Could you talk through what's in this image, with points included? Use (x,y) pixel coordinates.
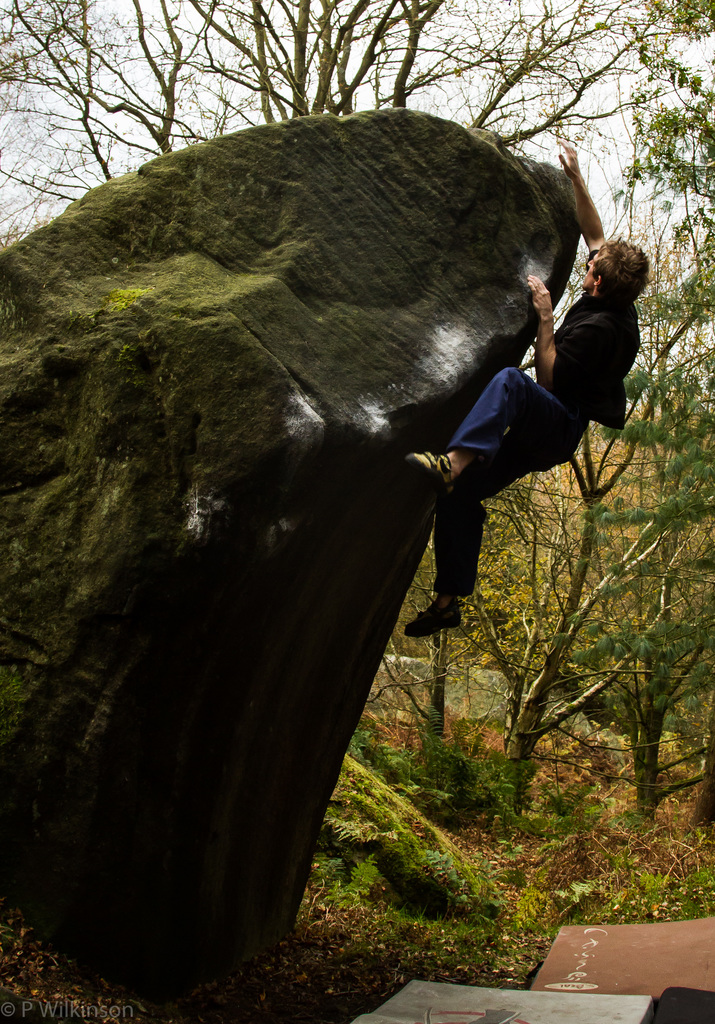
In this image we can see a person (643,280) climbing a rock (398,254). In the background of the image (419,83) there are trees (449,58). At the bottom of the image (5,1010) there is text (89,1007).
